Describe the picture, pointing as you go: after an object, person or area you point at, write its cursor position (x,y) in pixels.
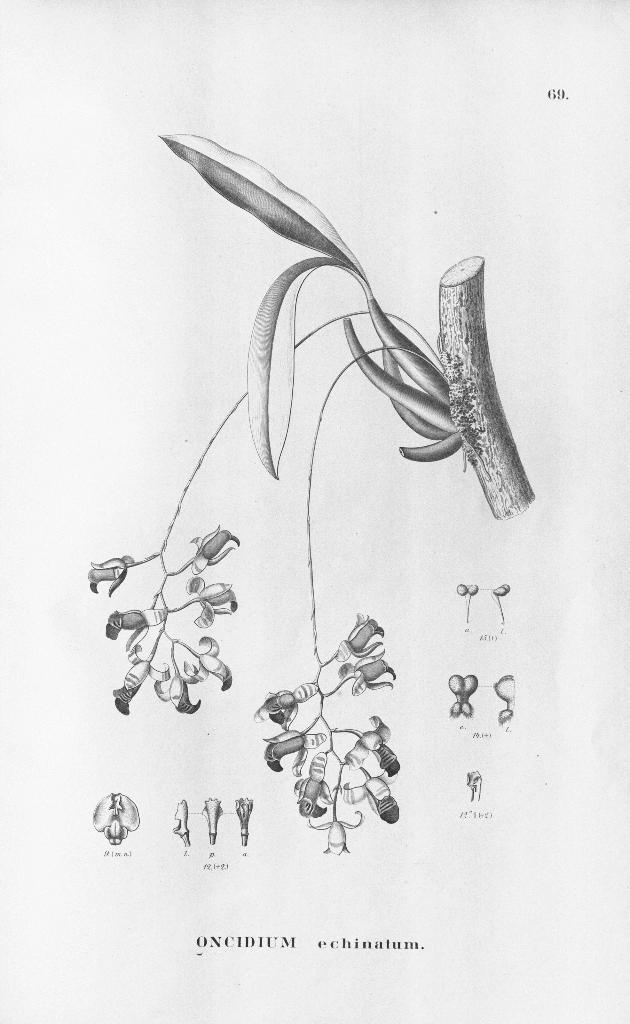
In this image we can see an art of a plant (341,846) with flowers (303,737) where parts (216,805) are labelled. Here we can see some edited text (340,943).
